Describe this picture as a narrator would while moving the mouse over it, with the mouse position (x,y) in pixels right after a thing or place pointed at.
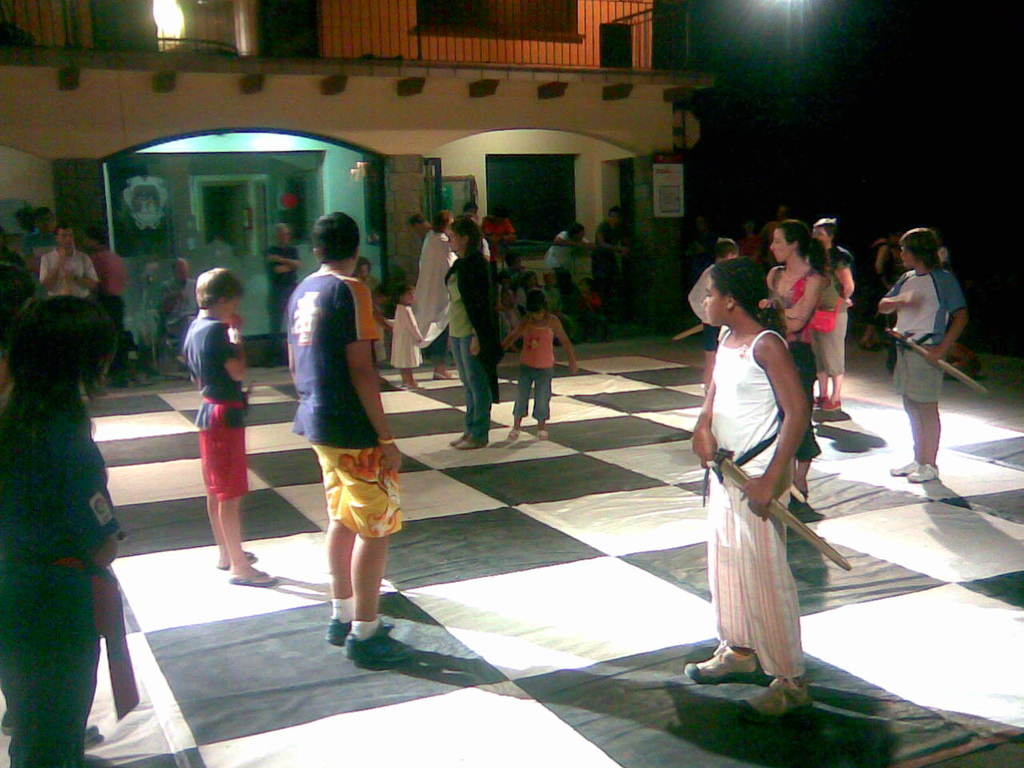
Here in this picture we can see number of people (405,328) and children (344,389) standing on the floor (306,601), as we can see the floor (333,659) is covered with a cloth (504,612) which is in black and white boxes (143,495) and we can see some people (782,447) are holding swords (788,518) in their hands (764,503) and above them we can see a railing (18,31) present and we can also see lights (773,12) present.
